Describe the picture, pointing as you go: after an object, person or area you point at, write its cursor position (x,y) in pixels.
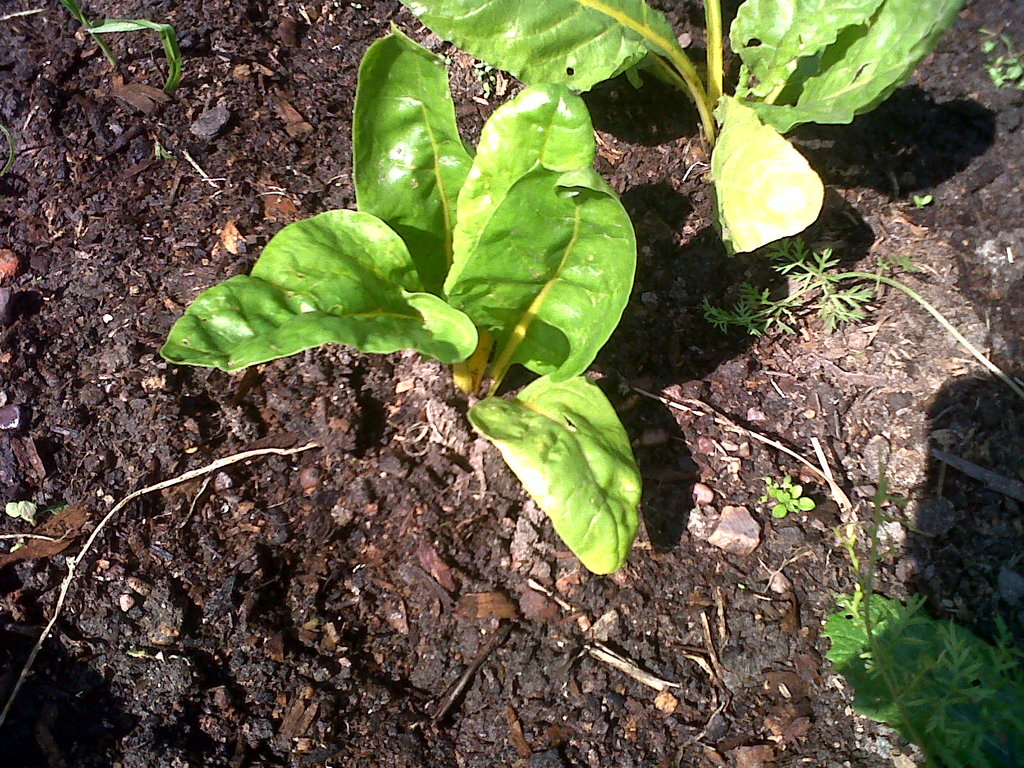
In this image I can see the ground (310,554) and on it I can see few plants (565,293) which are green and yellow in color.
